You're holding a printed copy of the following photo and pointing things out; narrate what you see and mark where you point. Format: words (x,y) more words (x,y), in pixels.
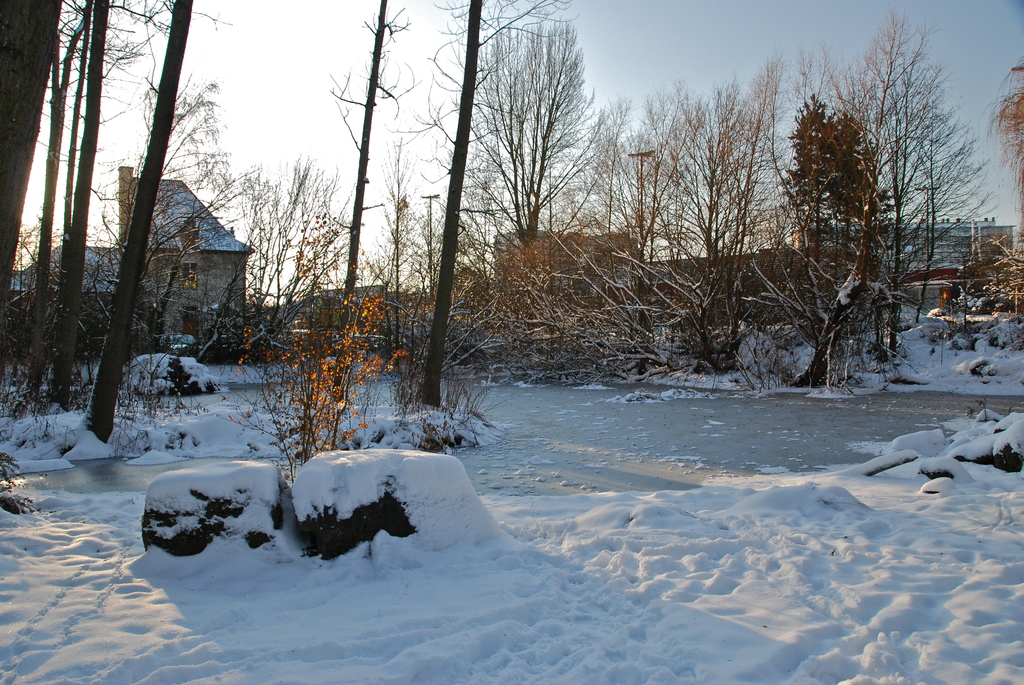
In this picture we can see many trees (500,345). On the bottom (487,602) we can see snow (716,593) and stones (309,521). In the background (963,257) we can see street light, poles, buildings (955,243). On the top (770,39) there is a sky (320,91).
